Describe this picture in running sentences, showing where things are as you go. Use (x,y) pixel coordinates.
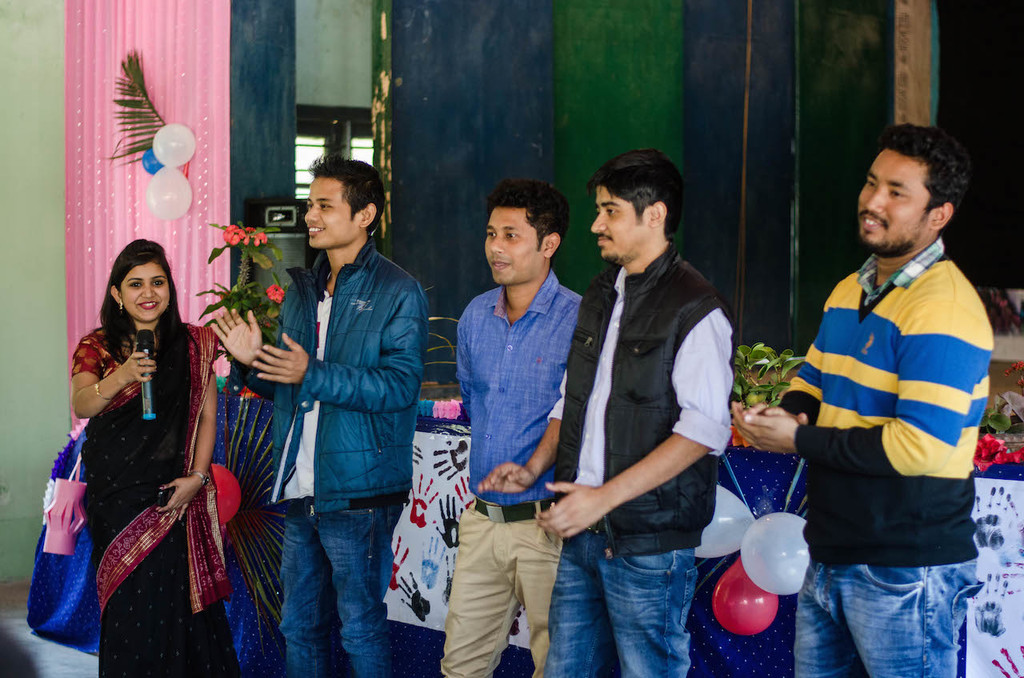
In this image I can see five persons (533,474) standing. There is a wall (29,433), a door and a mike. Also there are balloons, flowers (283,292), plants (245,297), decorative items (270,543) and some other objects (242,413).
